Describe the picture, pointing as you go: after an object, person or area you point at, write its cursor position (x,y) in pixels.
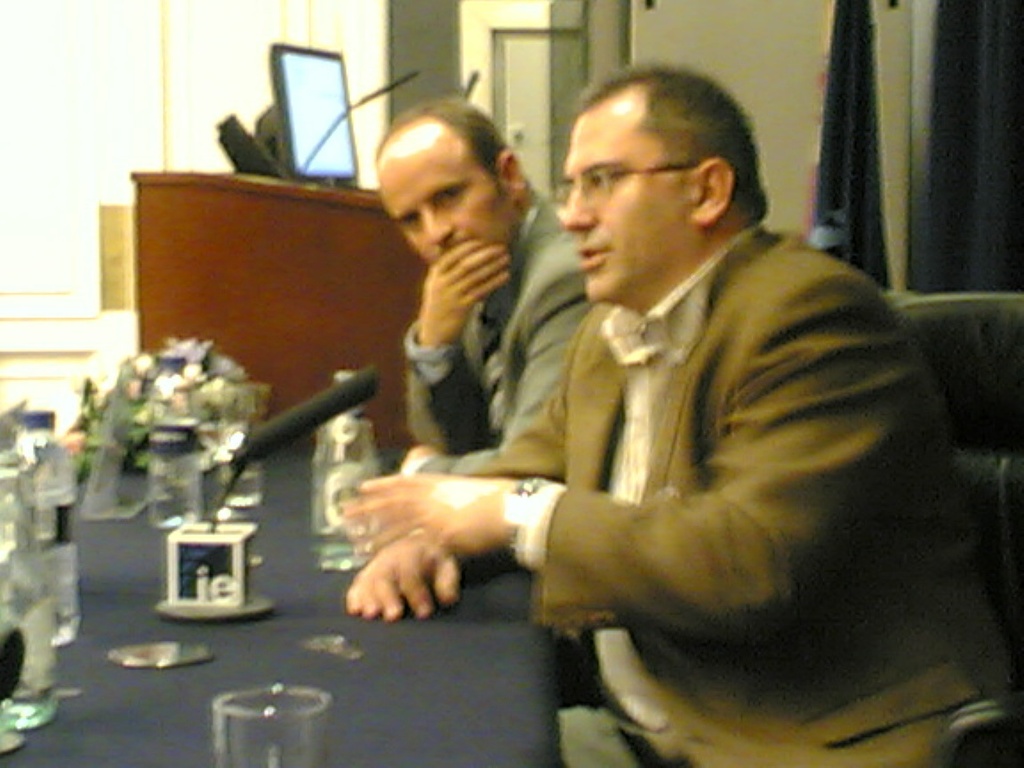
In this image, we can see a table (95,665), on that table (95,673) there are some glasses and there are some bottles (35,519), at the right side (714,635) there are two men (550,390) sitting on the chairs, in the background (332,106) we can see a monitor (295,89) and there is a microphone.
